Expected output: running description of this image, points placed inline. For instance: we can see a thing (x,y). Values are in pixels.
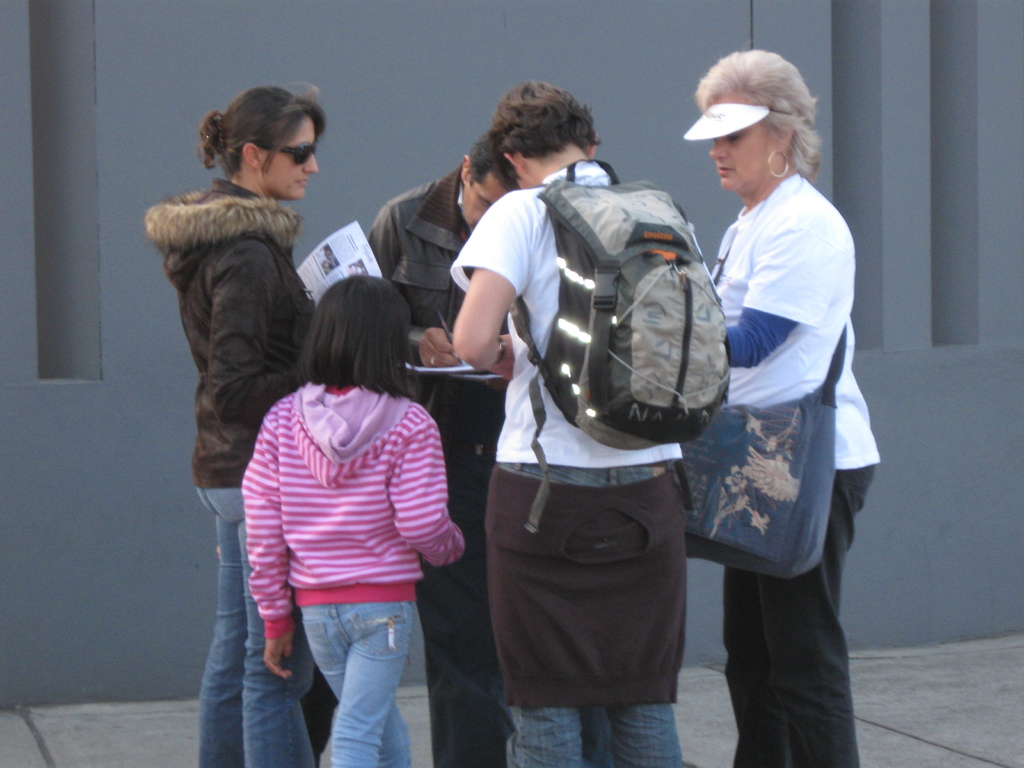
In this image there are people (500,628) standing. The man (647,677) in the center (580,328) is wearing a backpack (624,282) next to him there is a lady (796,271), we can see girl (344,522) beside him. In the background (435,50) there is a wall (530,46).
